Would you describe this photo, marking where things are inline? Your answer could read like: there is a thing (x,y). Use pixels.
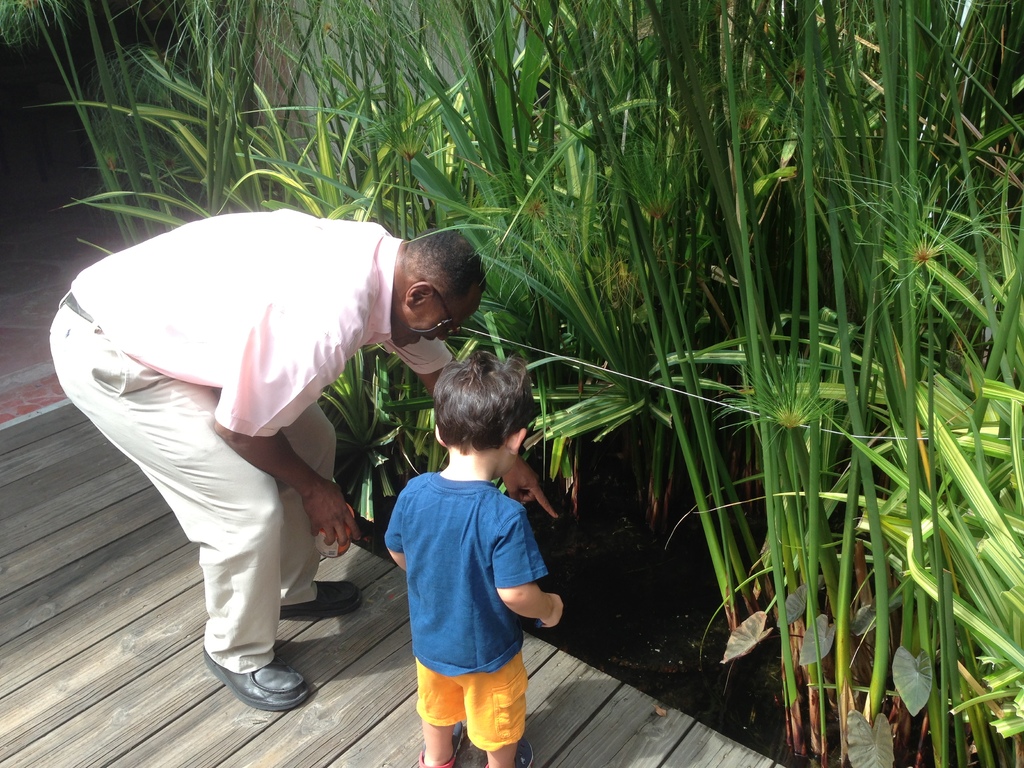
In this image we can see there is a person (260,360) and a boy (396,543). There are plants (515,233). There is a walkway (111,659).
